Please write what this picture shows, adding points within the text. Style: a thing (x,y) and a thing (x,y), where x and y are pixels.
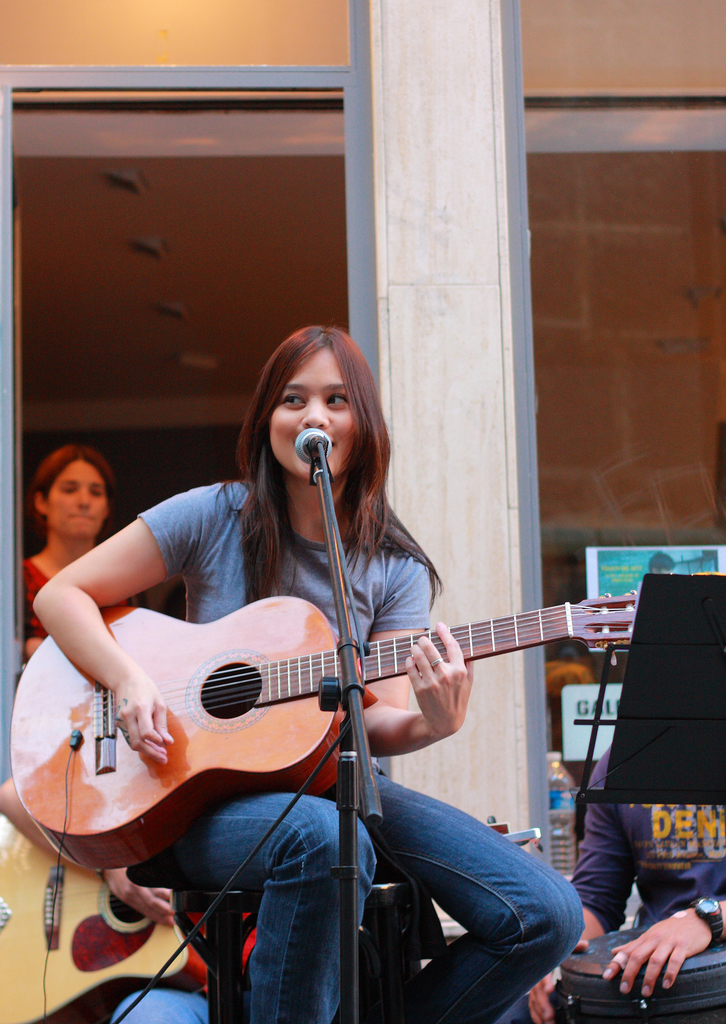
In this image I can see a woman (268,891) sitting on the chair (233,905) and playing the guitar (176,718). In front of this woman (269,439) there is a mike stand (351,679). On the right side (690,934) there is a person (652,856) wearing t-shirt (643,851) and I can see a watch (706,906) to his left hand (683,924). In the background (480,475) there is a pillar (457,309). On the left side (89,463) there is a person (62,520) looking at this woman (262,485).
